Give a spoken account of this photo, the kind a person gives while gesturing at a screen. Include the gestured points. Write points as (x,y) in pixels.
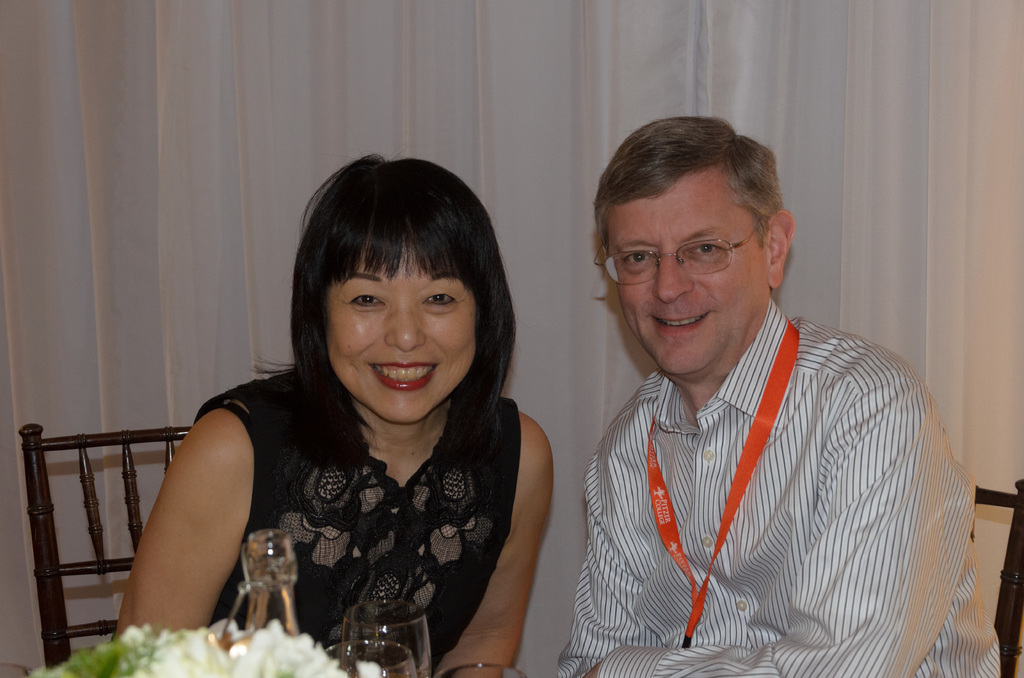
In this image we can see a man (616,615) and a woman (490,423). They are smiling. Here we can see glasses (349,673) and flowers (79,657). In the background (76,639) we can see a curtain (802,132).
